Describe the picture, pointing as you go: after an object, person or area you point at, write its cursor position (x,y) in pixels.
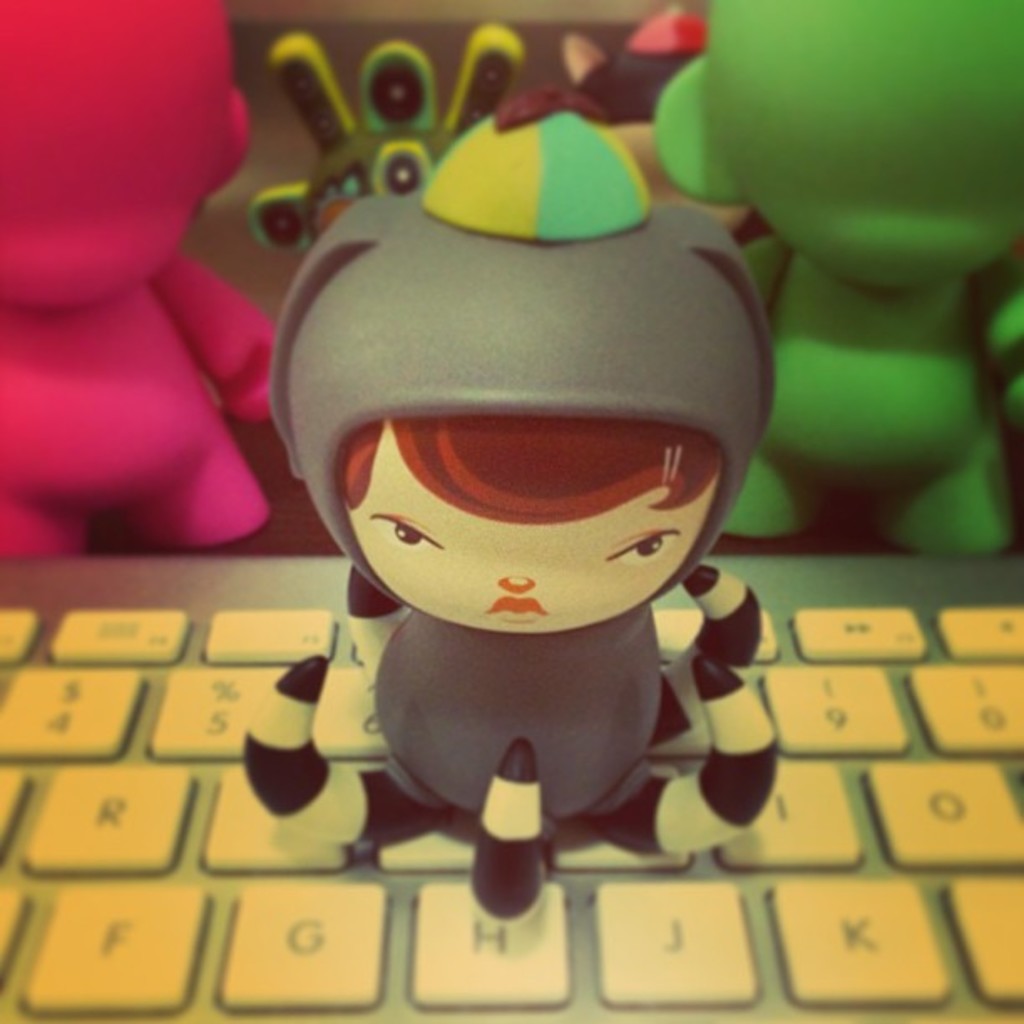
In this picture I can see a toy (283,816) on the keyboard (935,566), and in the background (815,32) there are toys (782,388).
